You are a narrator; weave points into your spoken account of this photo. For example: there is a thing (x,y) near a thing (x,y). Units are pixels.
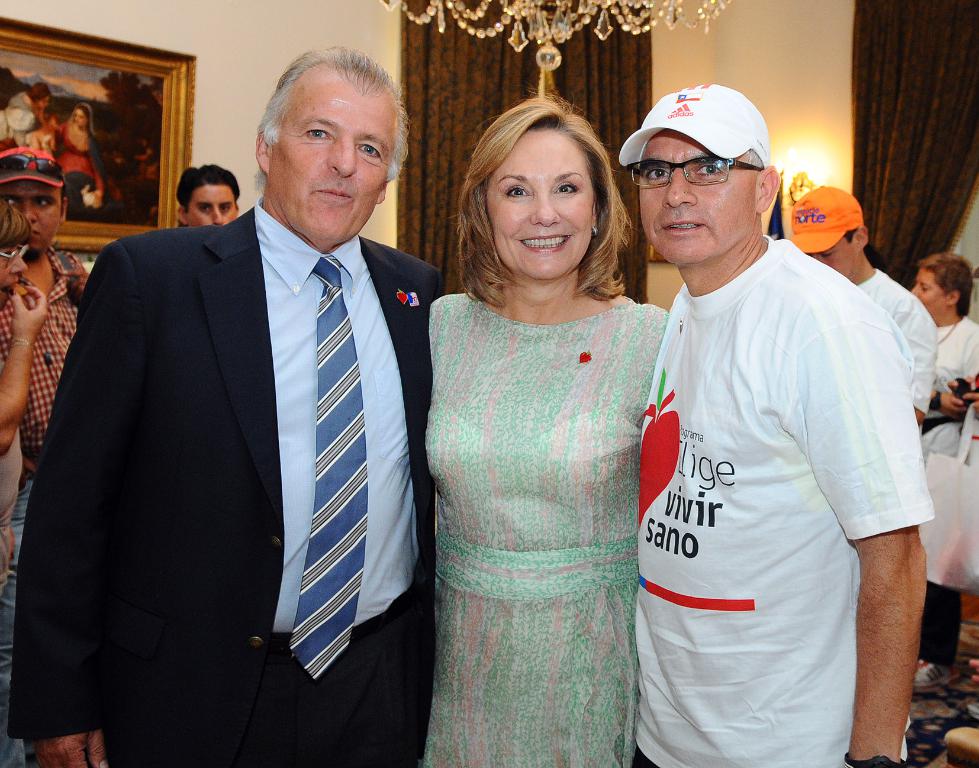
In this picture we can see three persons (650,373) are standing and smiling in the front (760,379), in the background (913,321) there are some people (921,338), we can see a wall (253,52), curtains (574,53) and a light (799,152) in the background (899,84), on the left side (153,110) there is a photo frame (151,108), it looks like a chandelier (546,68) at the top of the picture (546,10).
